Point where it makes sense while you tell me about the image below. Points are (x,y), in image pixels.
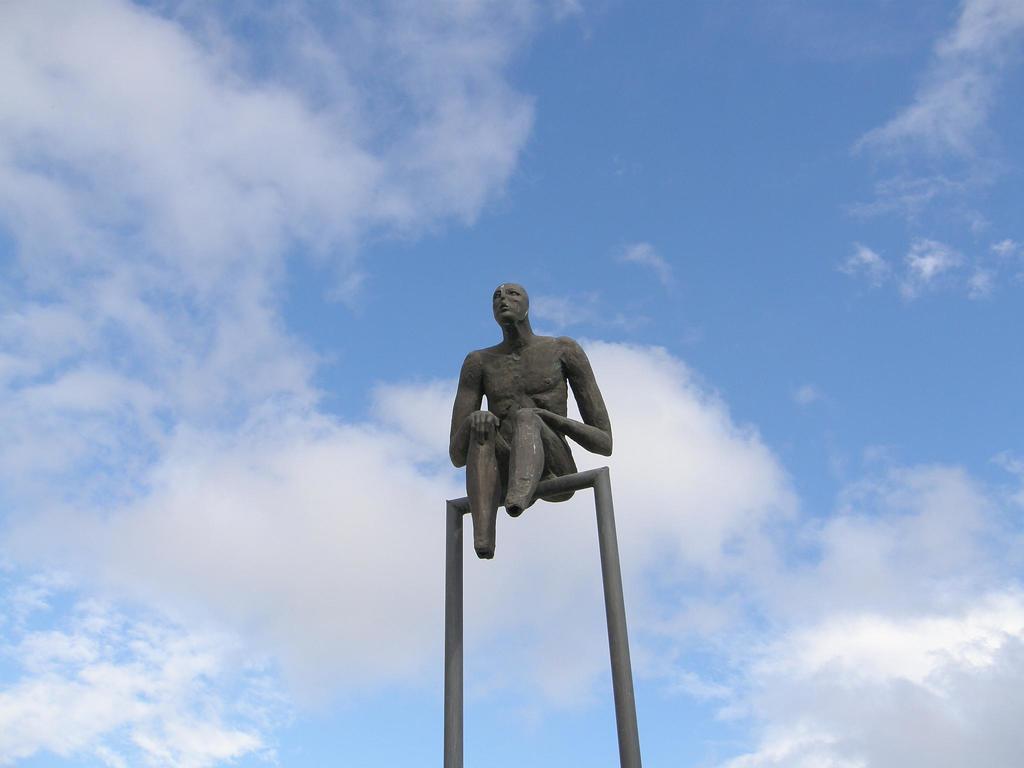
In this image there is a person sculpture (543,385), there is sky (182,299), there are clouds (184,334).
